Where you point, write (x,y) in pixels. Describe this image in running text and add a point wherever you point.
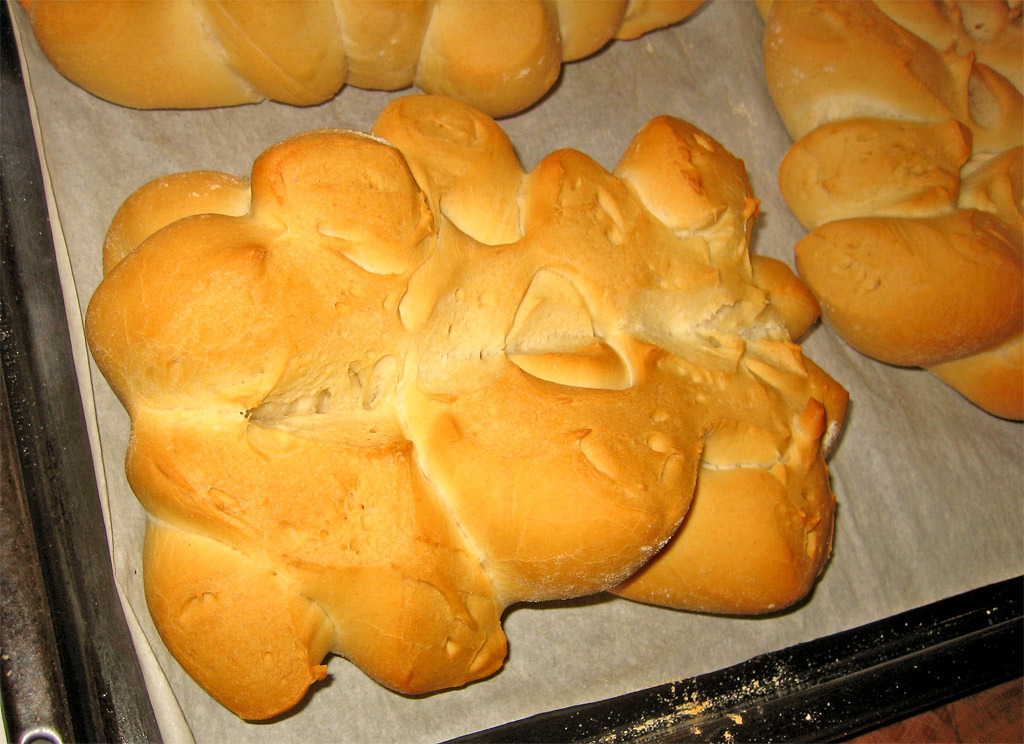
Here in this picture we can see some baked items (471,200) present in a tray (9,680), which is present on the table (962,738) over there.
